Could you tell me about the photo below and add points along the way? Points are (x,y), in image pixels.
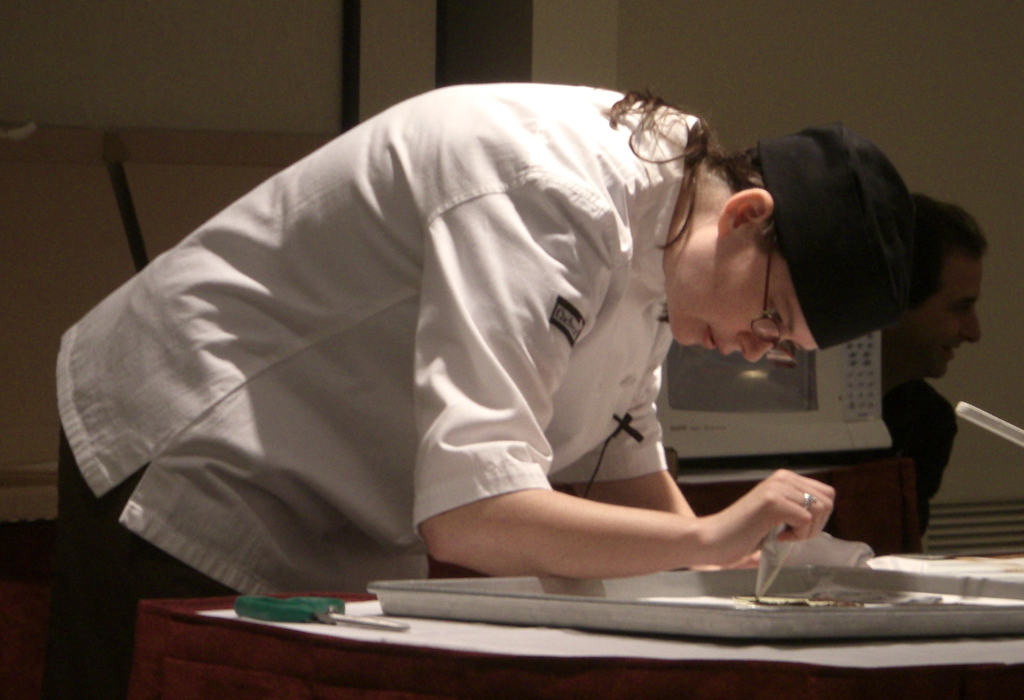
In the center of the image (523,407) a person (533,379) is holding an object (762,599) and wearing a hat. At the bottom of the image (527,645) there is a table (460,637). On the table (488,626) we can see a plate (404,611) and an object (260,602) are there. On the right side of the image (842,408) we can see a microwave oven (833,405) and a person (931,410) are there. In the background of the image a wall (770,90) is there.
